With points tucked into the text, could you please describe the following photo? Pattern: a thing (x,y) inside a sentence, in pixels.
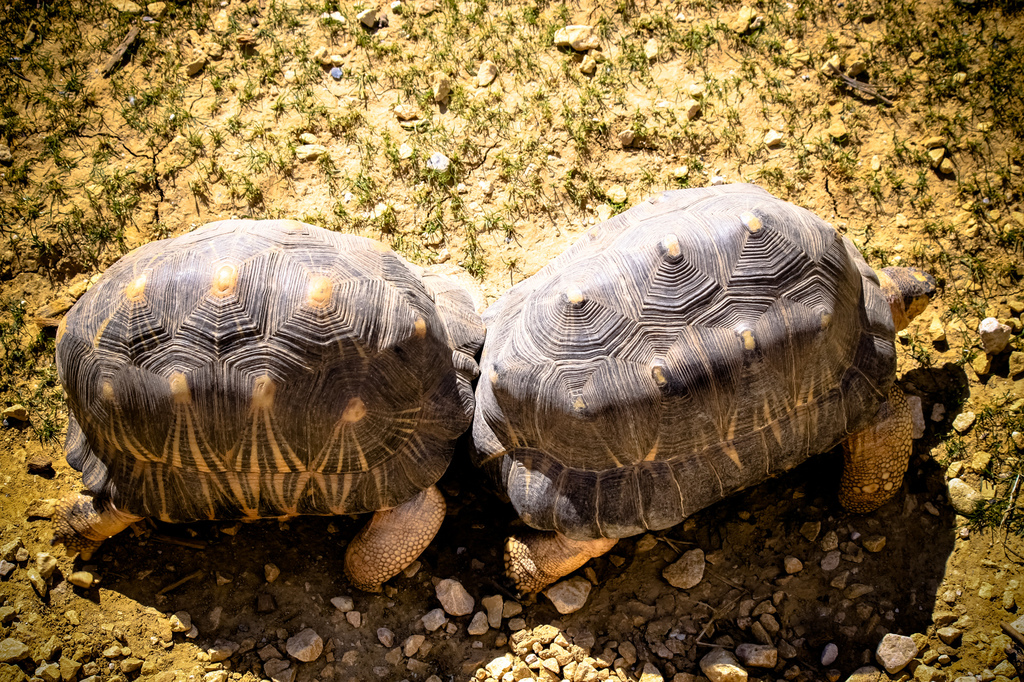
In this image there are two tortoises (459,319) on the path (483,56).
